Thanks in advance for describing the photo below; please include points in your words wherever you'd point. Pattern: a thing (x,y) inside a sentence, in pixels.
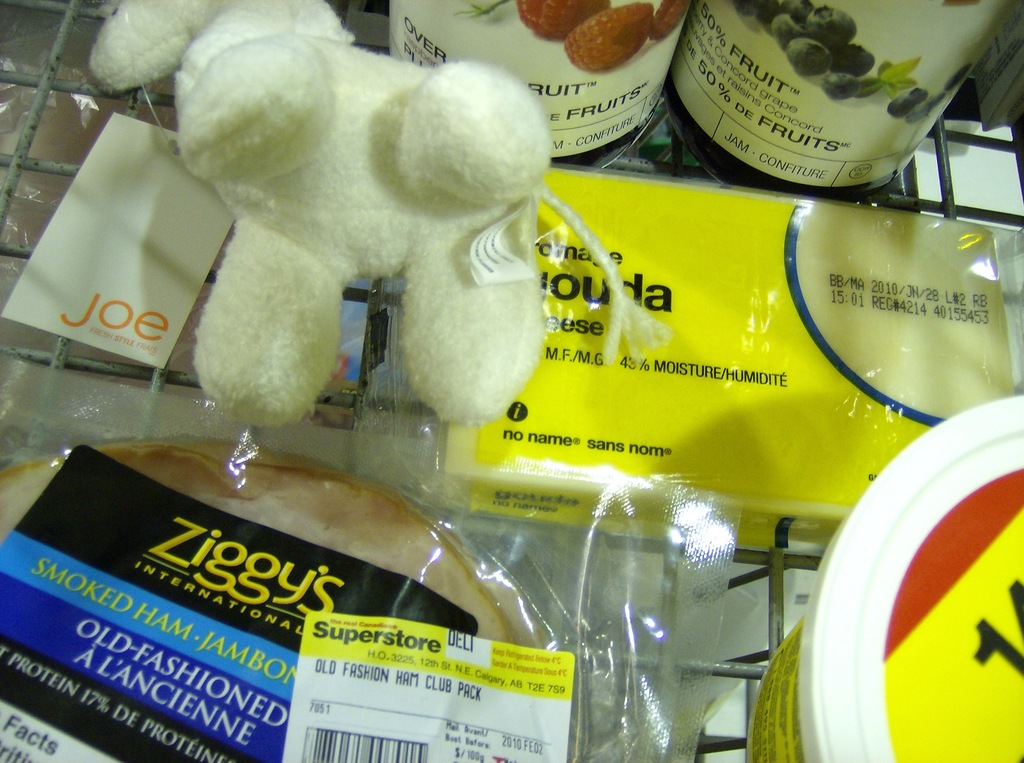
In this image we can see a toy (280,181), packaged food (488,505), container (894,635) and spread bottles (649,114) on the grill (21,347).
